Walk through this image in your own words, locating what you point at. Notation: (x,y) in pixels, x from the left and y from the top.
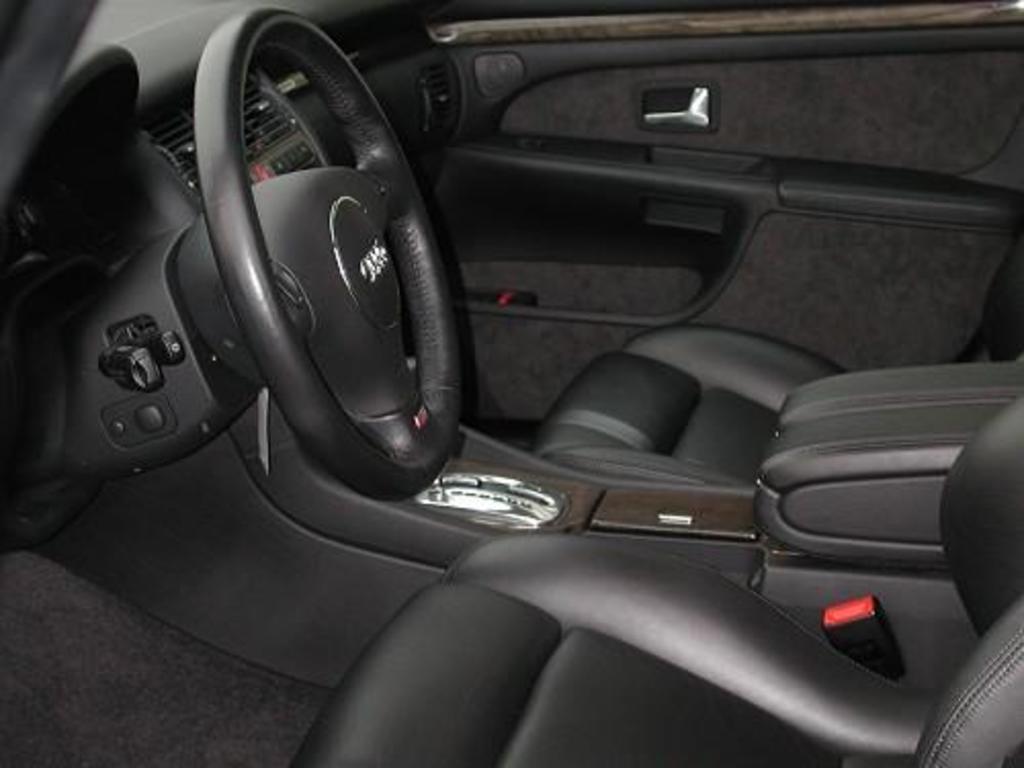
This image is a inside picture of a car (371,517). There is a steering (235,314), seats (718,603).
